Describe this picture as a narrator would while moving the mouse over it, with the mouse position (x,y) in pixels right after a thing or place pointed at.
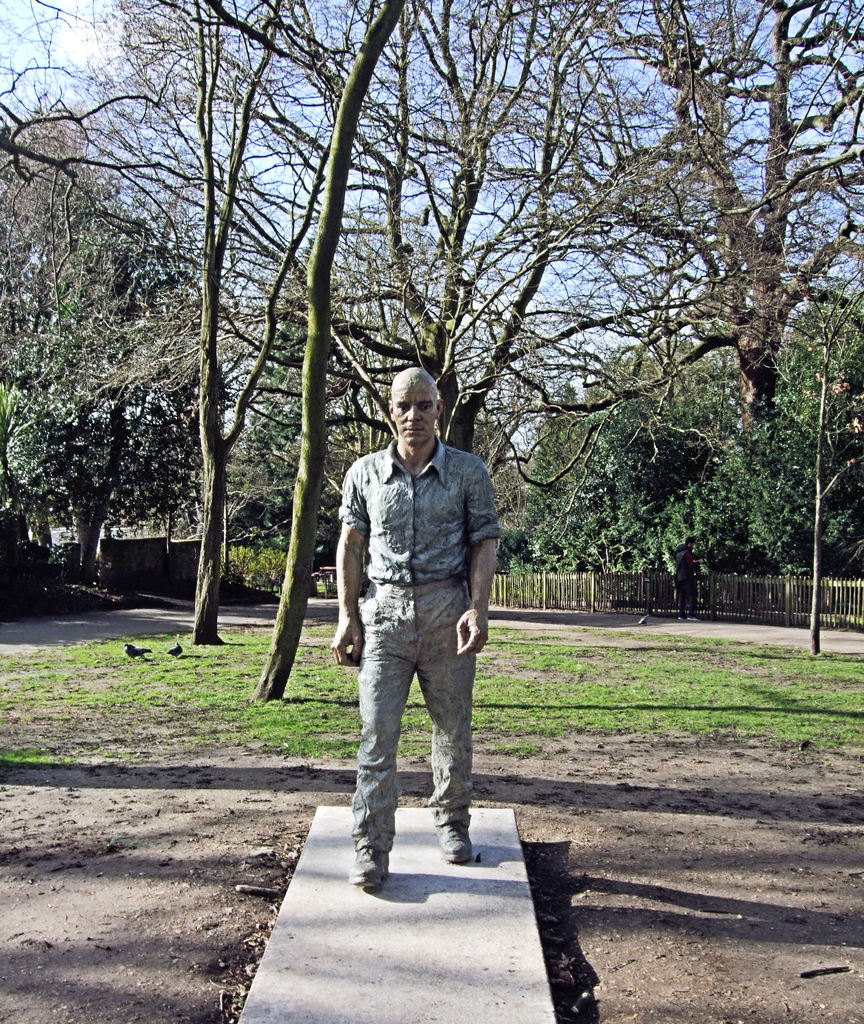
In the picture we can see the sculpture of a man (395,560) on the surface (374,920) and behind it, we can see the surface (813,702) with grass (804,729) and trees (778,271) and from the trees (41,275) we can see a part of the sky (525,236).
